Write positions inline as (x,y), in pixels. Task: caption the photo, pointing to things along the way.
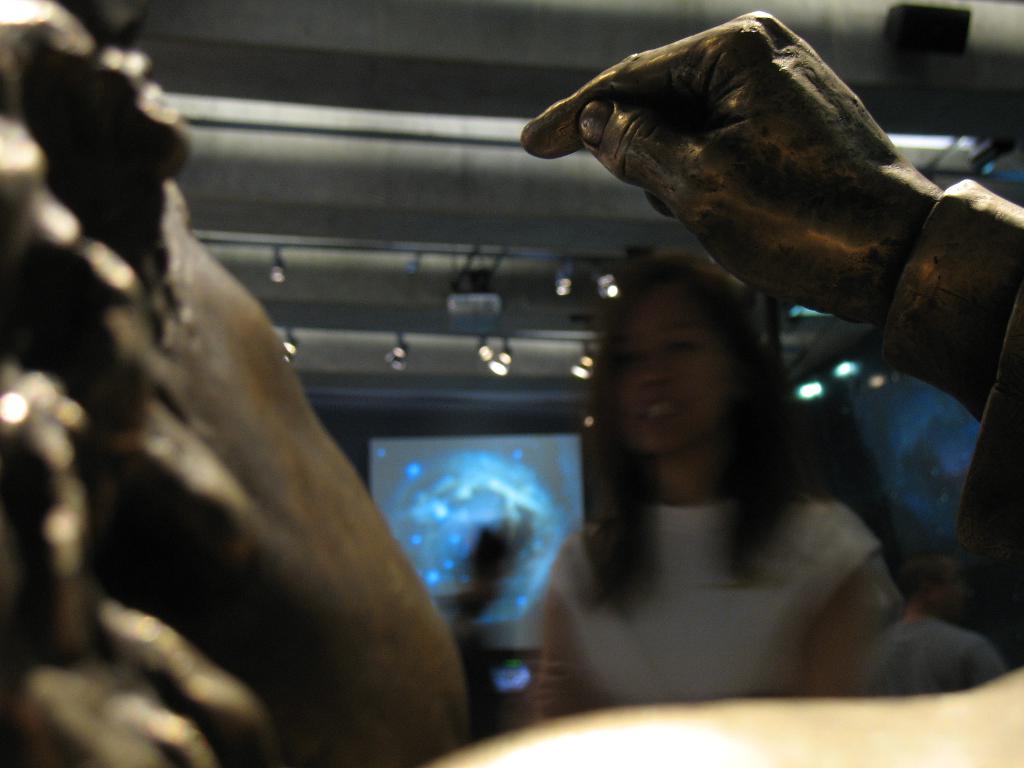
In this image we can see the depiction of a person's hand (758,196). We can also see a woman (736,664) wearing the white top (800,571). In the background (425,511) we can see the display screen (457,506) and also the lights (502,365).
